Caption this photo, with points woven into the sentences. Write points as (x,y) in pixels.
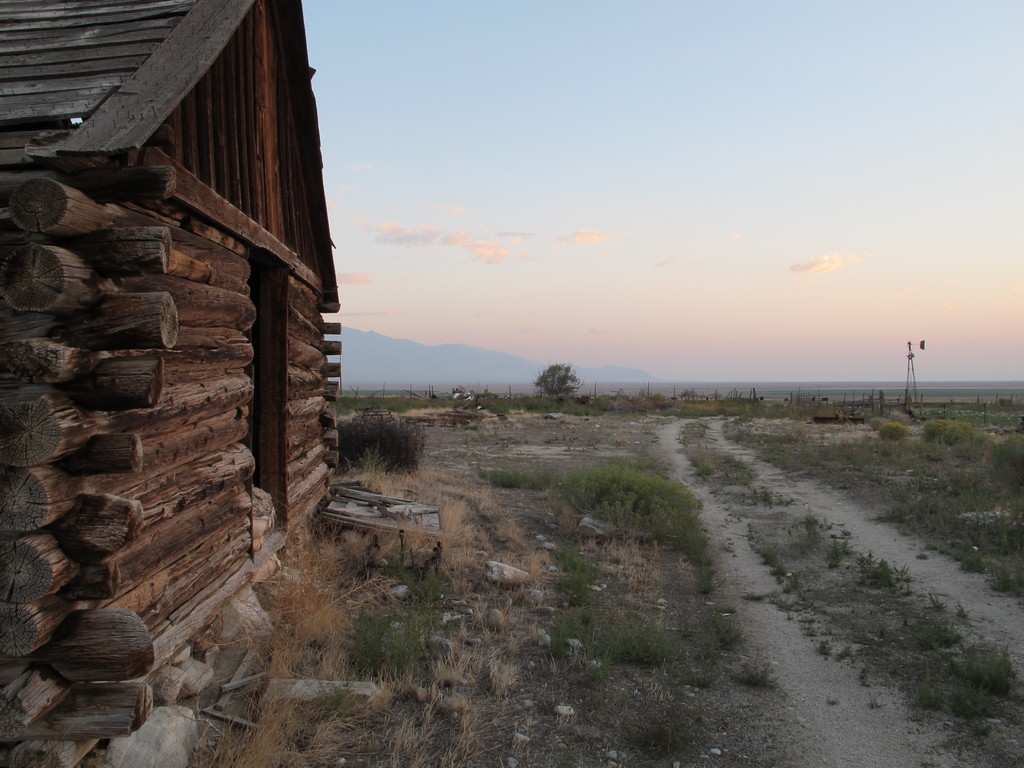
In this picture we can observe a wooden house (117,274) in the left side (163,251). There is some grass (529,471) on the land (804,484). There are some plants (1016,460). In the background (912,375) there is a tower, hills (463,354) and a sky (611,268).
